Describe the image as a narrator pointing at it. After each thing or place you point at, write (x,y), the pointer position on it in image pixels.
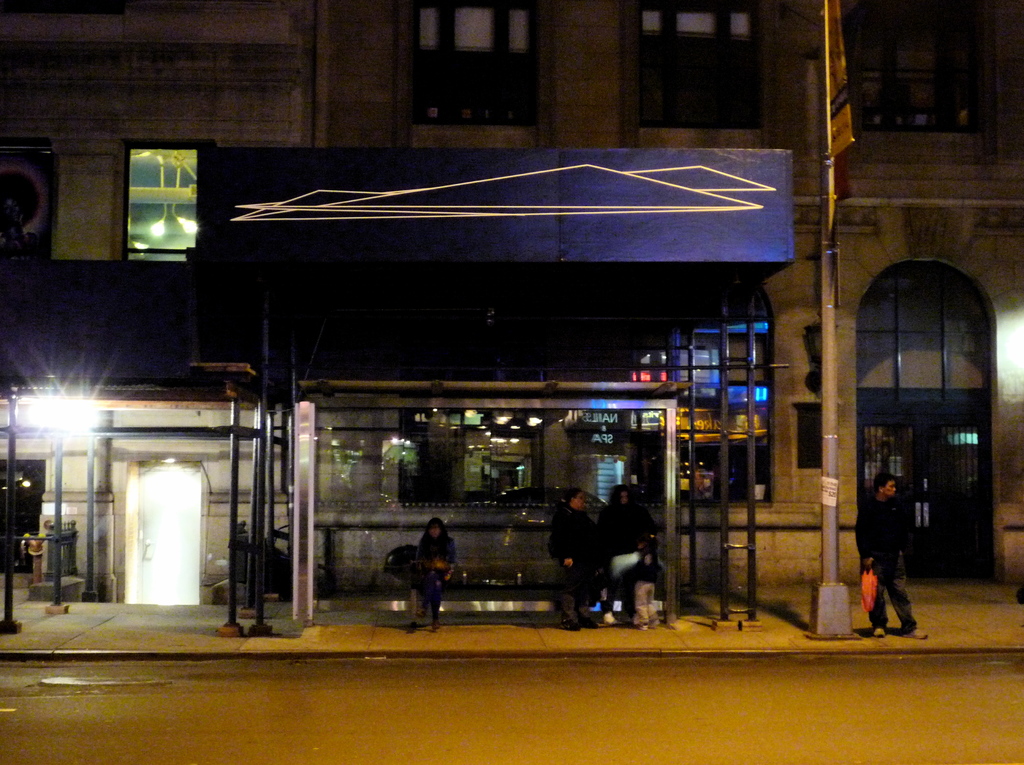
In this image we can see some people (434,536) under a shed (486,389). On the right side (830,239) we can see a pole (827,628) with some boards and a person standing holding a cover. We can also see a building (610,342) with windows (524,70), a door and some lights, some street poles (57,583) and the pathway (73,659).
